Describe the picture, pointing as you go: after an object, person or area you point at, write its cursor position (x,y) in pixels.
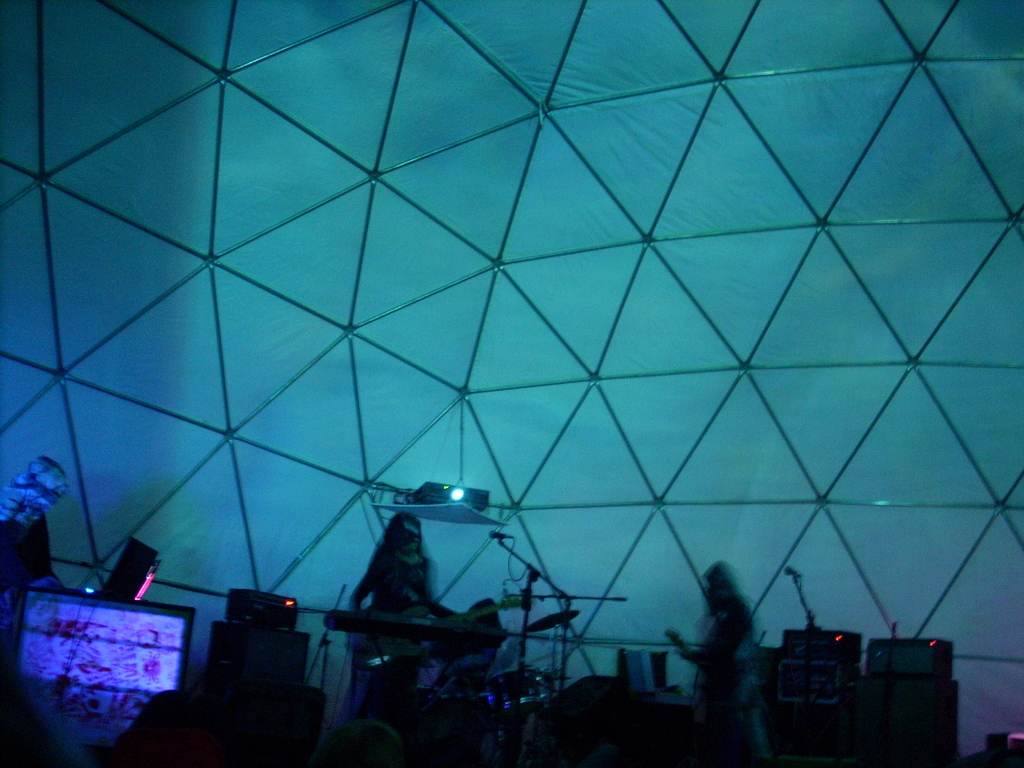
Here we can see few people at the bottom (408,521) performing by playing musical instruments (708,664) and the image is not clear but we can see a mike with a stand (544,579), projector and in the background (518,472) there is a designed item (437,282).
